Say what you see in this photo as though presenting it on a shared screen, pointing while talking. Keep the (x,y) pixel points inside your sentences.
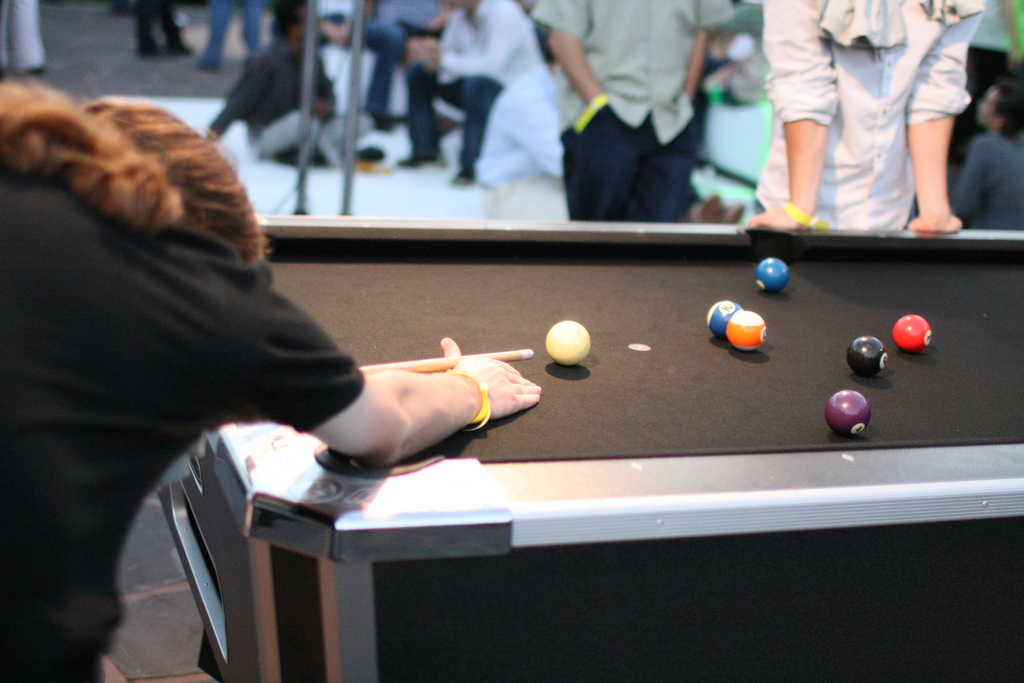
In this image I can see few people (861,77) are standing near a snooker table (490,350), here I can see a person (343,380) is holding a stick (441,361). On this table (536,353) I can see few balls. In the background (522,114) I can see few more people (272,44) are sitting.
